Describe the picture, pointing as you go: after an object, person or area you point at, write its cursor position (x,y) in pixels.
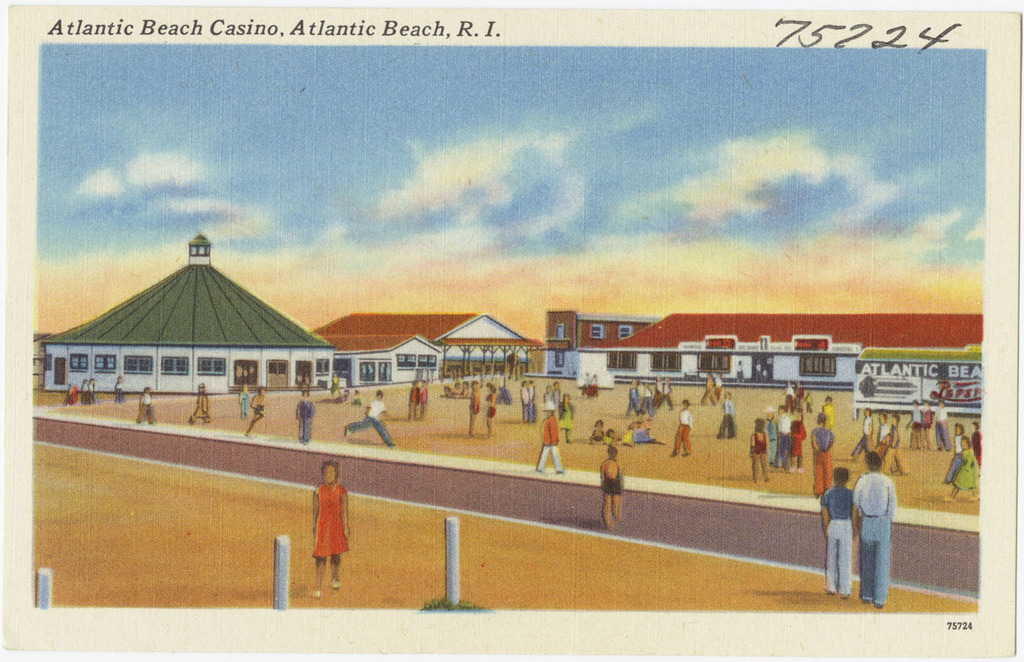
This image consists of a poster (327,427). In which we can see the buildings (72,346) and the depiction of many persons (634,443). At the top (378,164), there are clouds (347,232) in the sky (108,271). At the bottom (194,573), there is ground (194,573).
